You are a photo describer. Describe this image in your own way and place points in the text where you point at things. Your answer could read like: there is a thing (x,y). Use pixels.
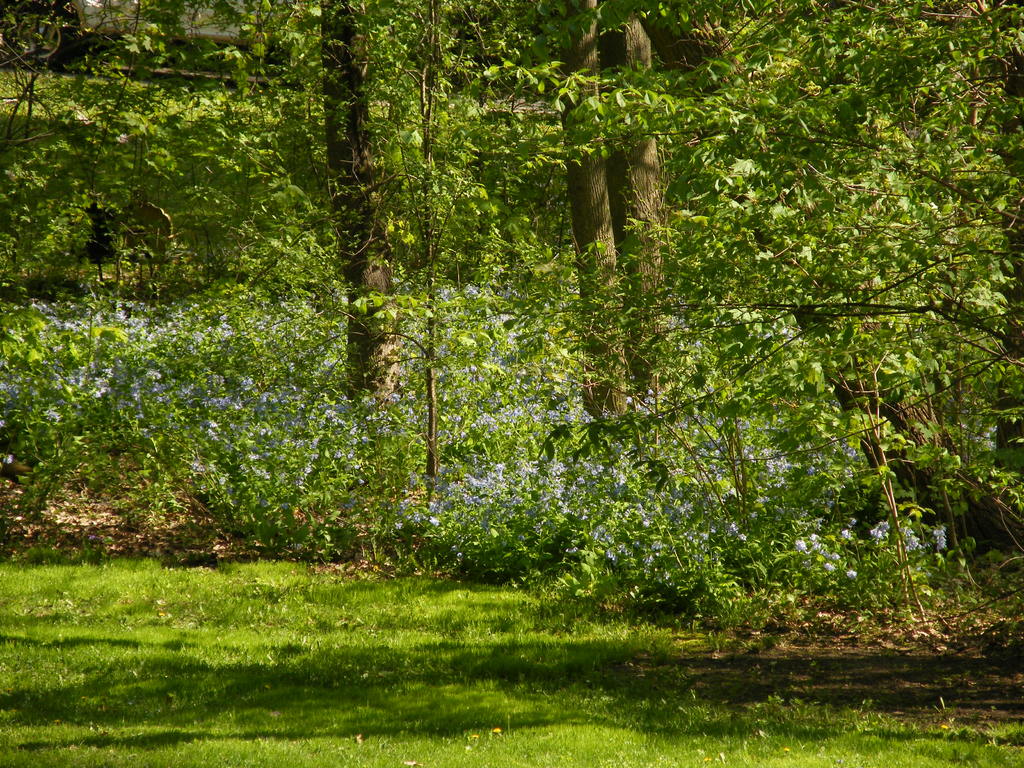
This picture shows few trees (685,53) and we see grass (210,629) on the ground (197,630).
